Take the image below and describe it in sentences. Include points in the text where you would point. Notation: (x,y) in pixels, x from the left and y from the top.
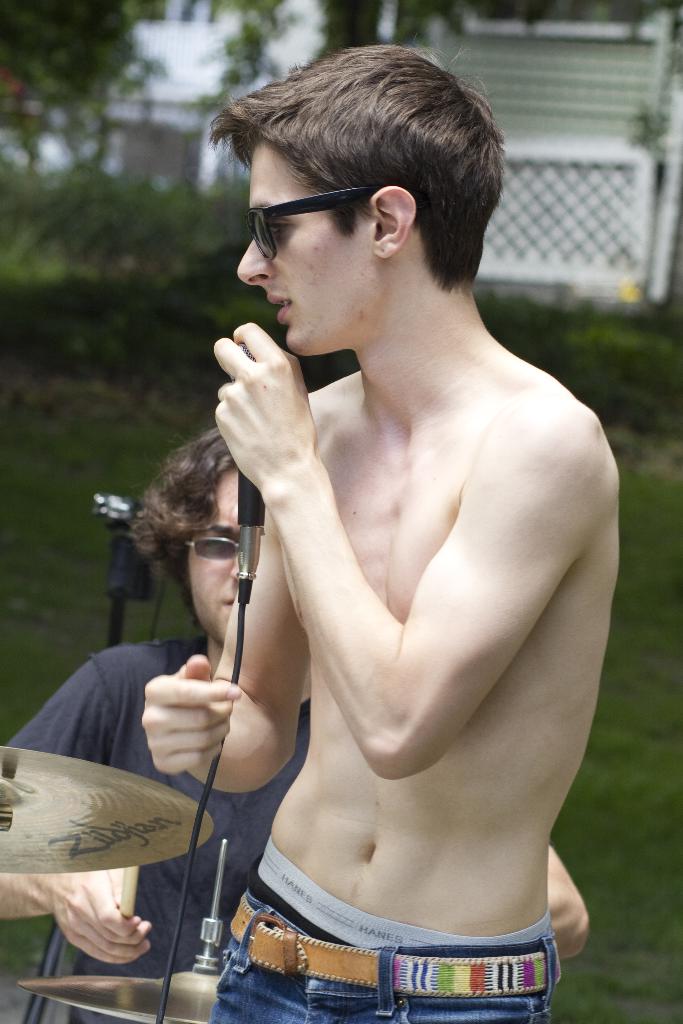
The man (413,372) in front of the picture wearing blue jeans (275,983) and goggles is holding a microphone (245,597) in his hands (239,383). I think he is singing on the microphone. Behind him, the man (38,733) in black T-shirt (236,795) is playing drums (60,815). In the background (193,204), we see trees (38,86) and buildings (111,159) in white color.
